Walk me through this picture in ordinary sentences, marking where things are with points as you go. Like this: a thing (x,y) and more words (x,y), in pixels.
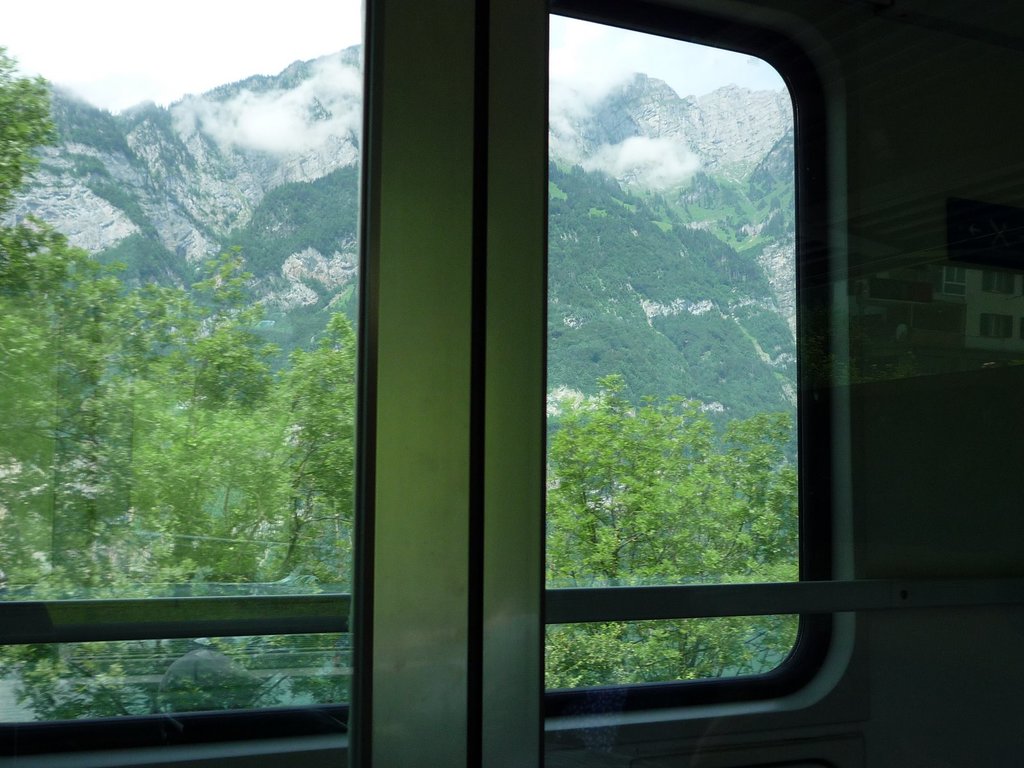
In this image, we can see a view from the glass (703,663). We can see some trees (242,401), hills (125,162) and the sky (196,72).
